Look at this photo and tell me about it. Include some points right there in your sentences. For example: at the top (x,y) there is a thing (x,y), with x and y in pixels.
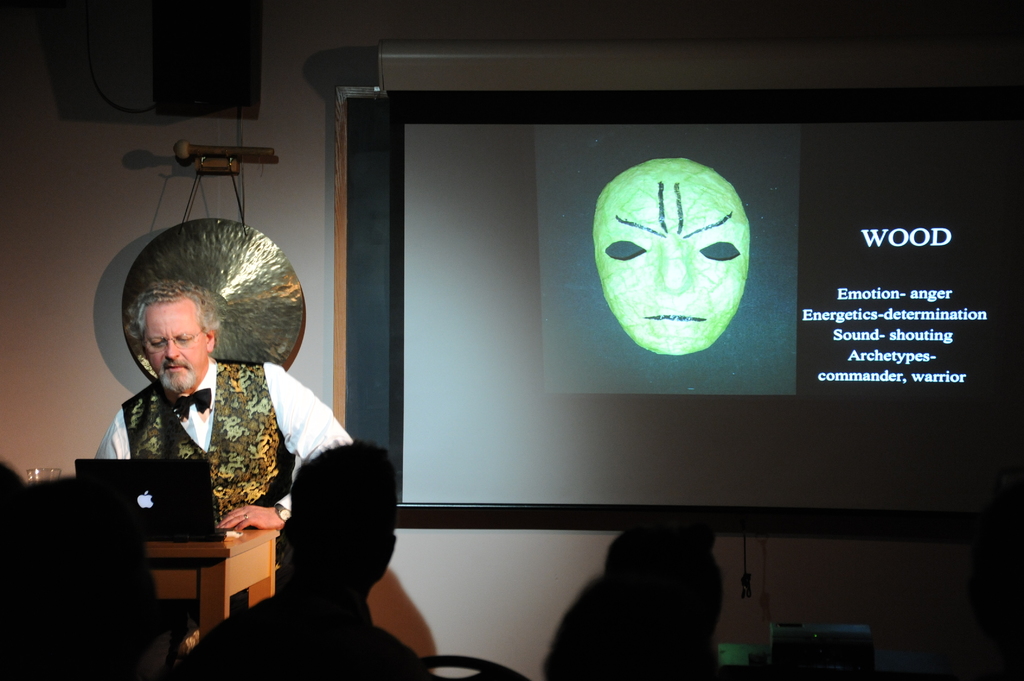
In this image I can see a man (253,424) and here on this table (232,561) I can see a laptop (181,494). In the background (627,105) I can see projector screen (668,285) and on this screen (750,333) I can see something is written. I can also see this image is little bit in dark.
